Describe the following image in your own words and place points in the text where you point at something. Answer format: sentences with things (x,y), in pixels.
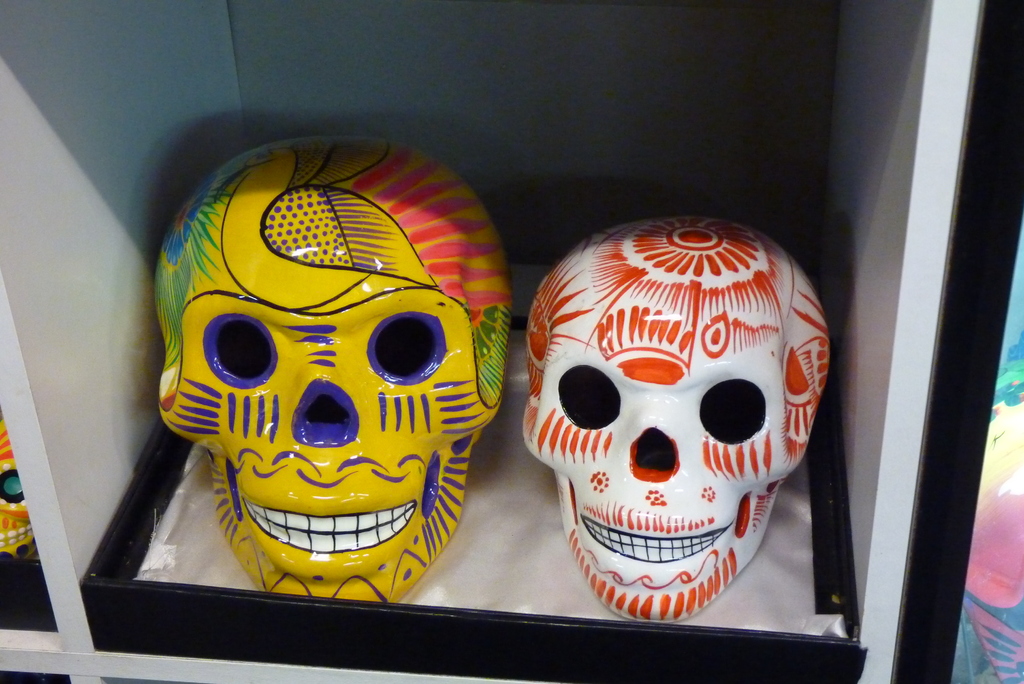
In the image we can see decorated face skeletons (397,316) kept in the box (148,309).
